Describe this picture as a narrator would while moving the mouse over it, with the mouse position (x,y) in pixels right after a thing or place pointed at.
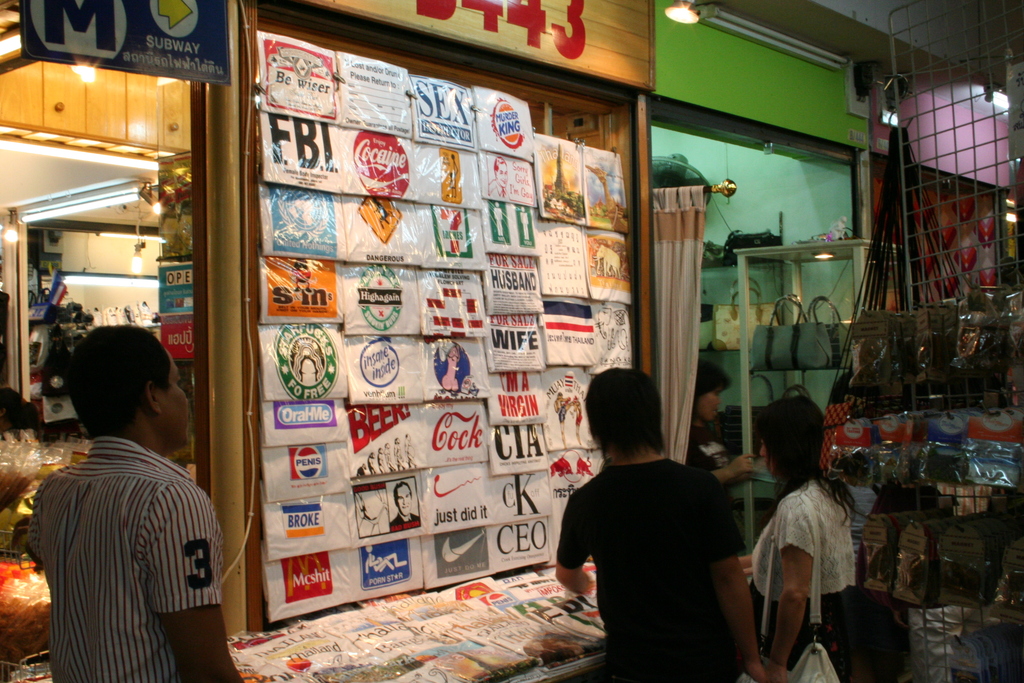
In this image, there are few people (612,609) standing. This picture was taken in a shop (867,234). On the right side of the image (828,362), I can see handbags (796,364) in the rack (741,333) and few objects (921,411) hanging to a hanger (911,138). I think these are the kind of posters (453,111). At the top of the image (174,58), I can see the name boards (172,51). There is a curtain (683,250) hanging to a hanger (727,184). In the background (144,308), I can see few objects (67,382) and a tube light (91,199).
